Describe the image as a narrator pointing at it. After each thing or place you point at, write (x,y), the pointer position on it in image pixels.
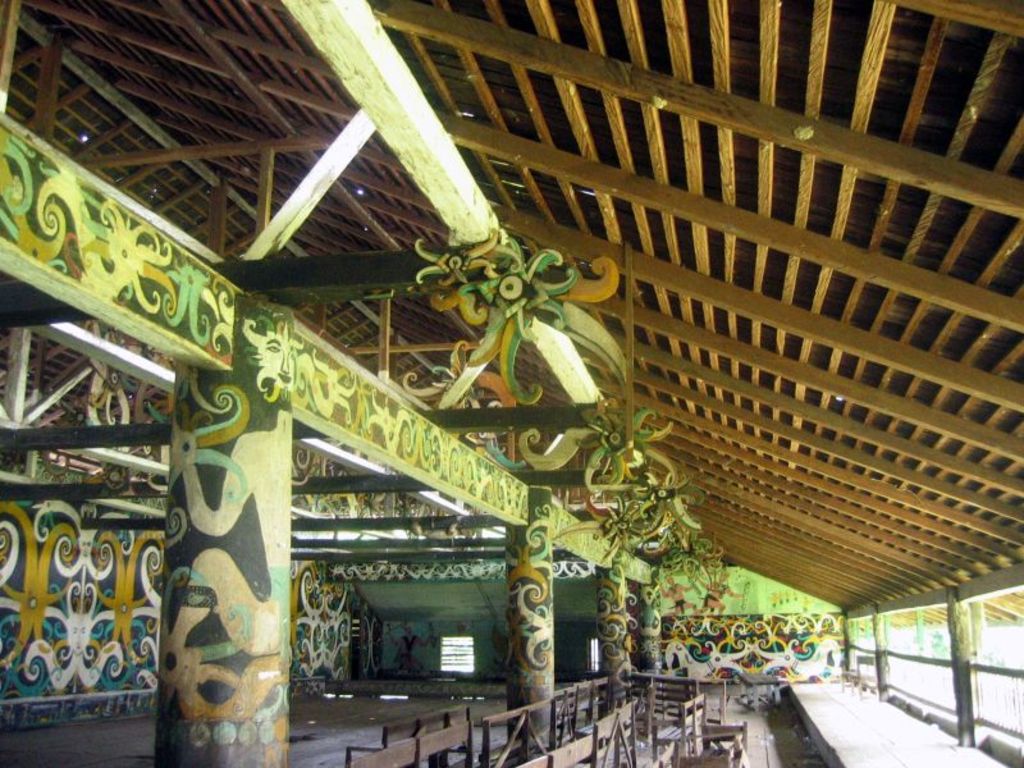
This is an inner view of a building (280,210) containing a roof (803,348), fence (951,690) and windows (462,669). We can also see some painting (239,664) on the walls (141,657) and pillars (203,663), decors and some benches (606,763) placed on the surface (767,749).
